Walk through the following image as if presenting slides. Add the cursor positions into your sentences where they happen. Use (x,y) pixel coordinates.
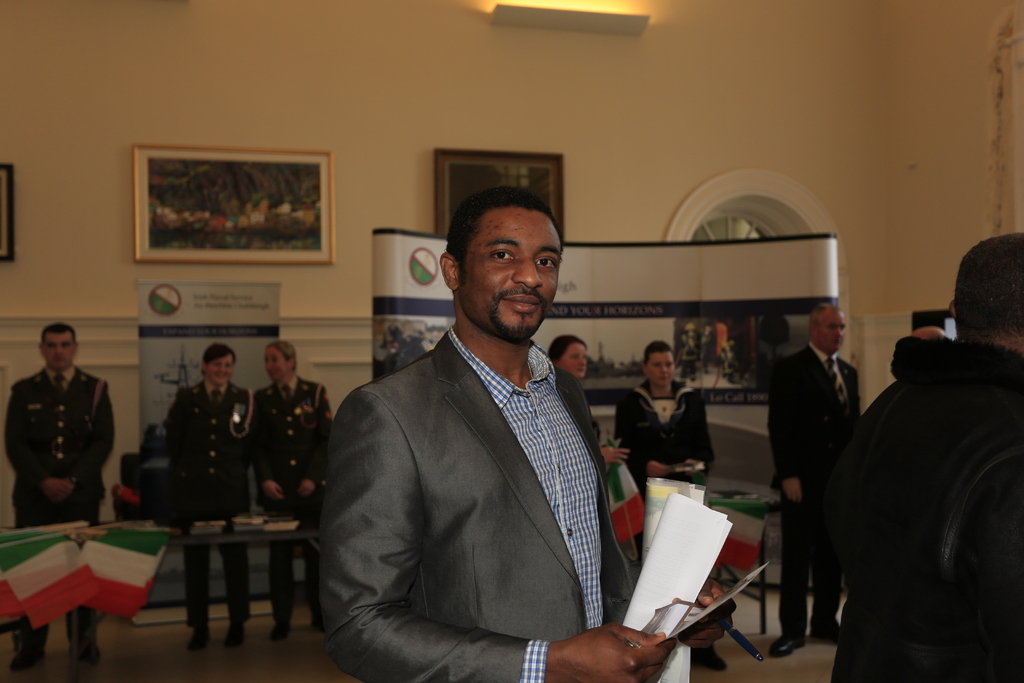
In this image we can see a person (568,494) holding papers (680,537) in his hand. In the background of the image (262,417) there are people (257,422) standing. There is a table (728,503) on which there are flags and other objects (253,520). There is wall (346,118), there are photo frame (231,224) on it. There is a banner (400,257). To the right side of the image (860,468) there is a person (978,674) wearing black color jacket (948,498).
